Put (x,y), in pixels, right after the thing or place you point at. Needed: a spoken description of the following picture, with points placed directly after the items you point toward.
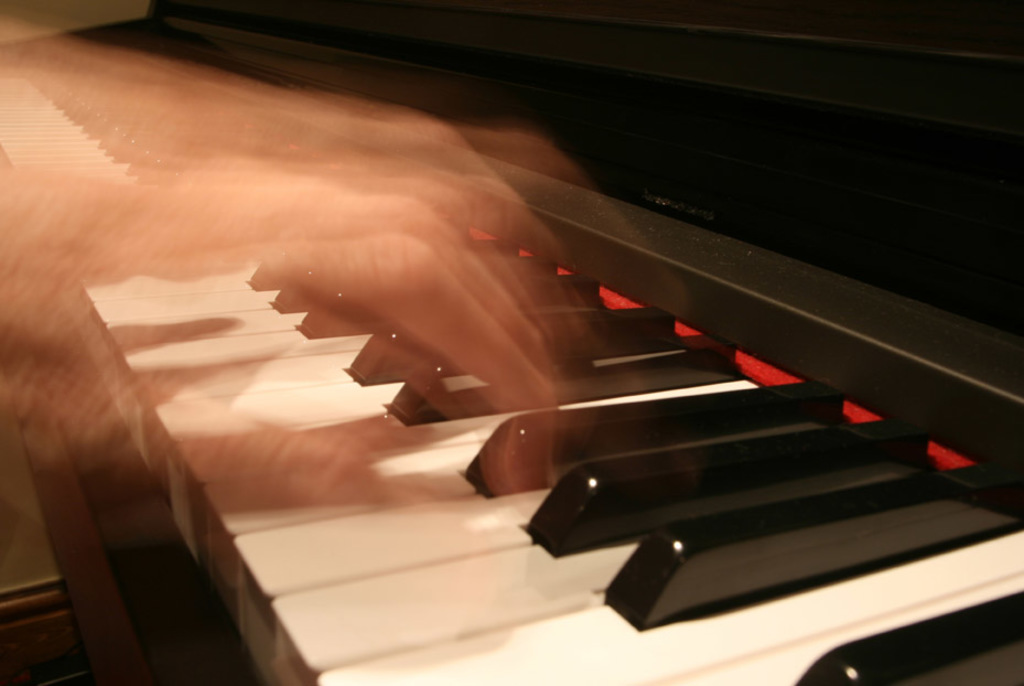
In this image there is a person (390,183) playing a musical instrument (543,443).
